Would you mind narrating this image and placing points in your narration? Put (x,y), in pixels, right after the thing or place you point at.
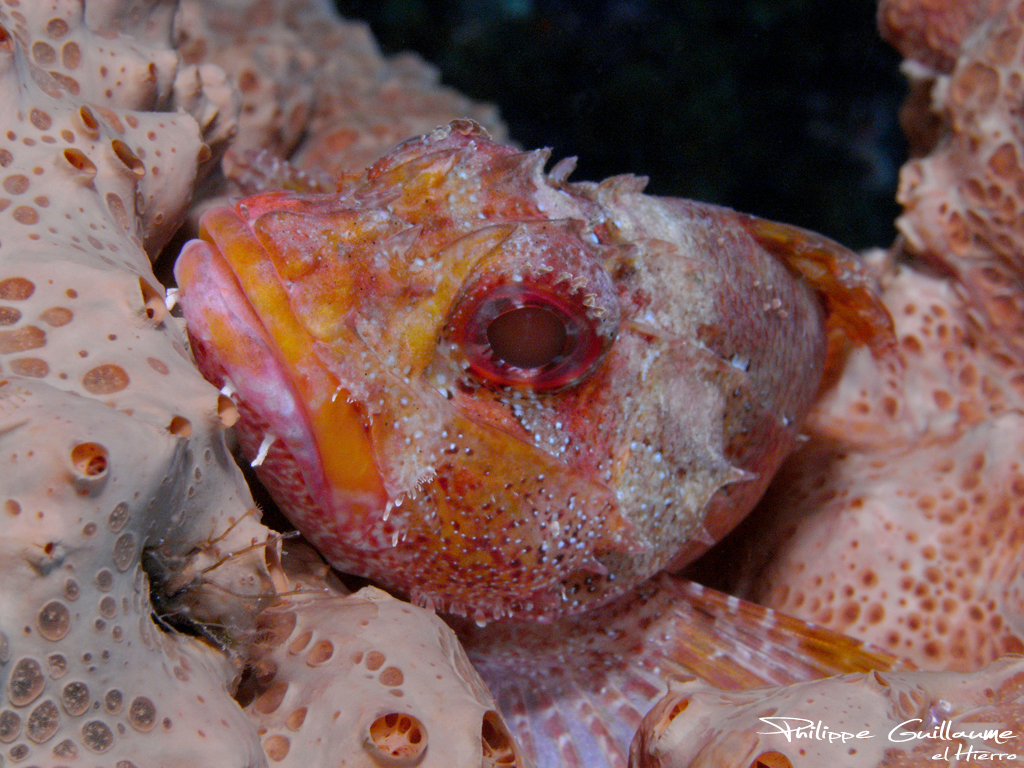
This image consists of a fish (319,518). In the front (378,434), we can see a fish (381,467) in orange color.
